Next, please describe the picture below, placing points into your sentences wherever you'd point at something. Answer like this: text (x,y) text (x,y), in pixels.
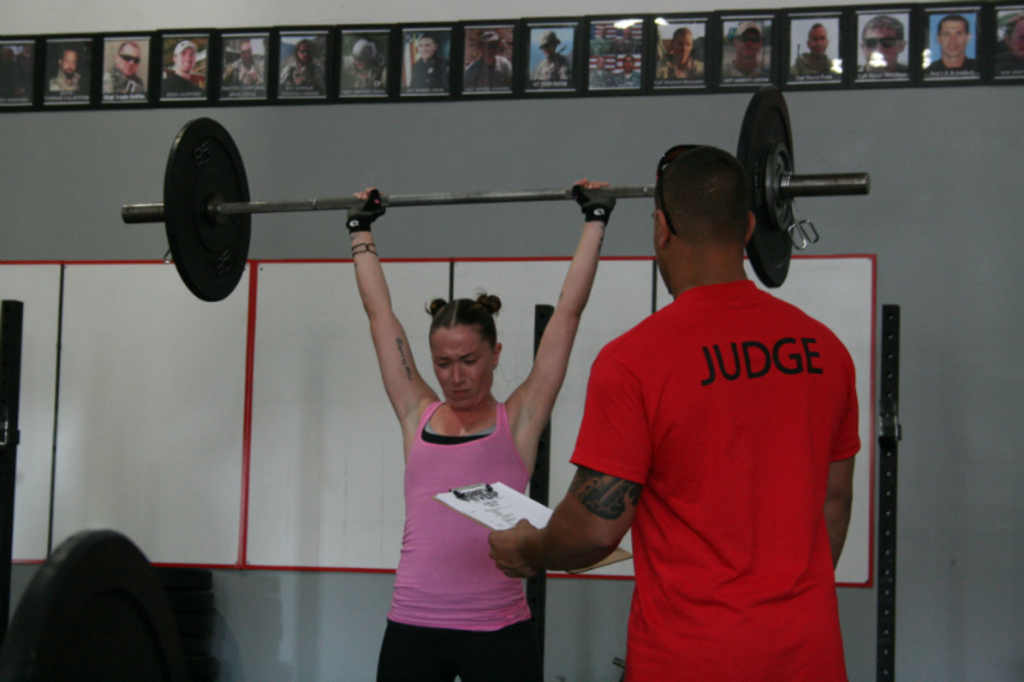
In this picture, we see a man (781,352) in the red T-shirt (736,403) is standing. He is holding a clipboard (490,490) and a paper (497,521) in his hands (540,528). In front of him, we see a woman (552,323) in the pink T-shirt (499,438) is lifting the weights (386,198). Behind her, we see a stand (893,350) and the board (817,277) in white color. In the background (408,131), we see a grey wall (592,130) on which the photo frames (472,88) are placed.
